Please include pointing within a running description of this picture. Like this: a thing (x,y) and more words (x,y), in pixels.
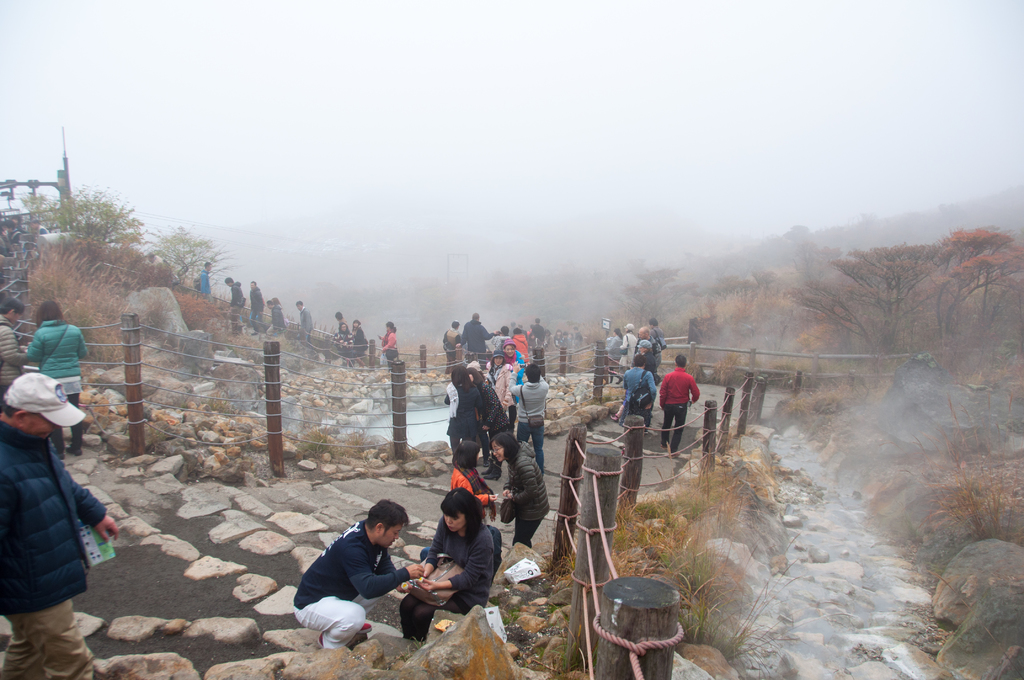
In this image, we can see a group of people (509,467). Few are standing and walking. Here a woman (482,563) is sitting on a rock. Here we can see wooden poles (799,356), ropes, stones (477,651), plants (699,556), grass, trees (819,316) and water flow (830,639). Background (813,226) there is a sky (400,127).
